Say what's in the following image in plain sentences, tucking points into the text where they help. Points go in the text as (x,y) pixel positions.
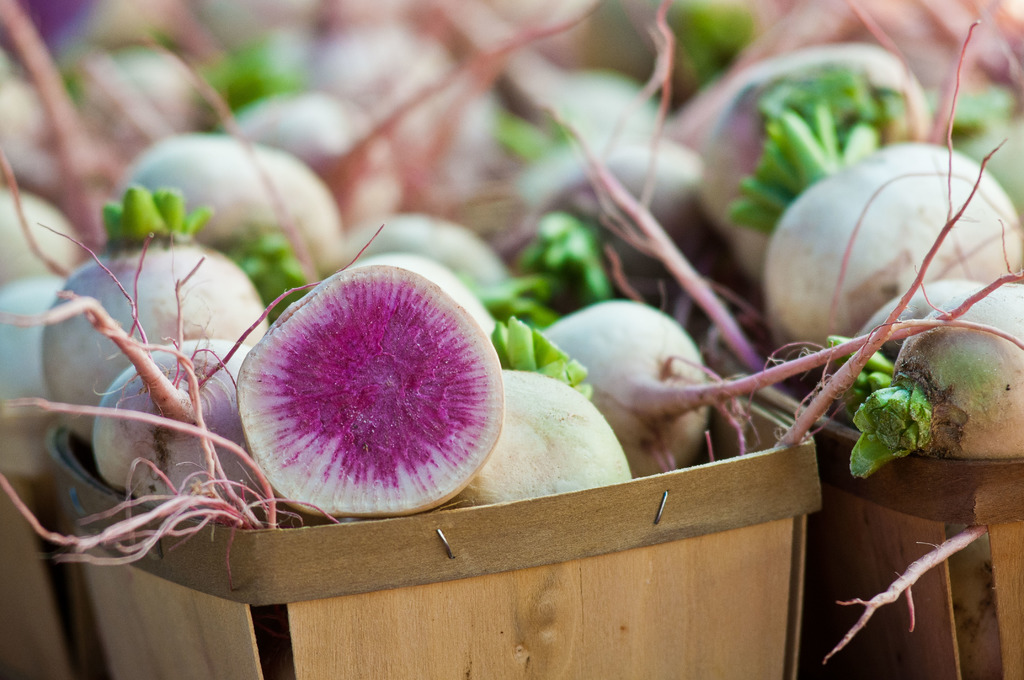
In this picture, we see the baskets (532,499) containing the fruits (811,407) or the vegetables (578,313), which looks like a beetroot (889,154). This picture is blurred in the background (719,146).
